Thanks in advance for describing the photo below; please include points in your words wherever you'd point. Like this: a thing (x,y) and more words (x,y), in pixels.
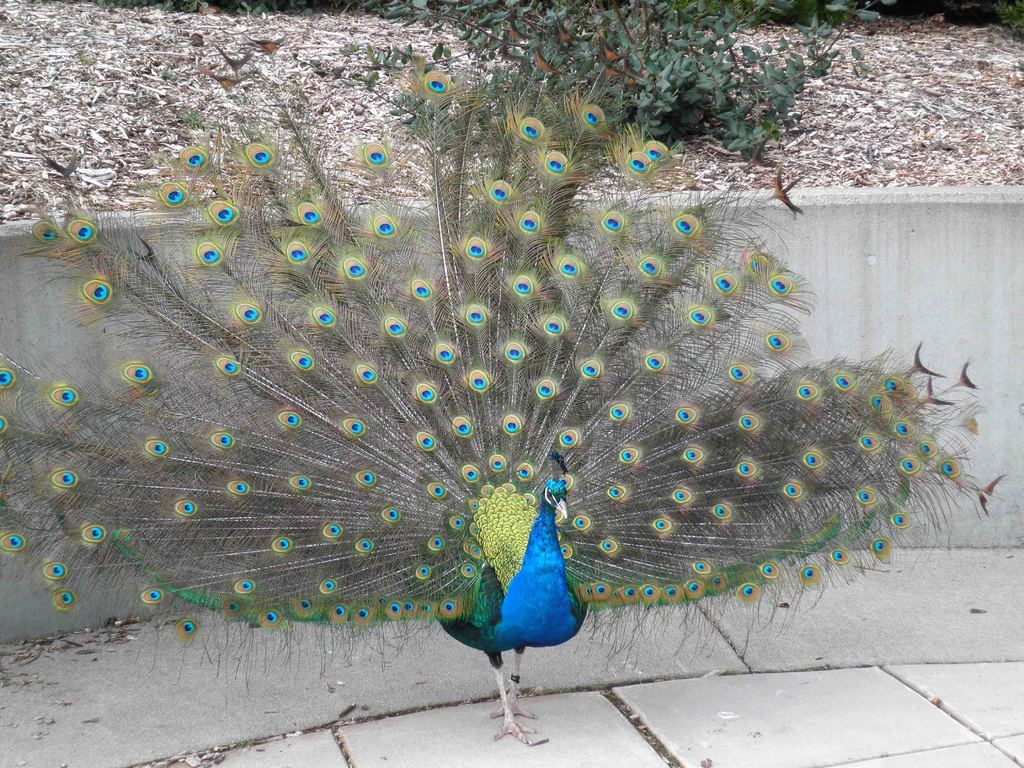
In this picture there is a peacock (549,612) who is standing near to the wall (1016,356). At the top (187,8) I can see the plants (395,112) and leaves (627,103).
